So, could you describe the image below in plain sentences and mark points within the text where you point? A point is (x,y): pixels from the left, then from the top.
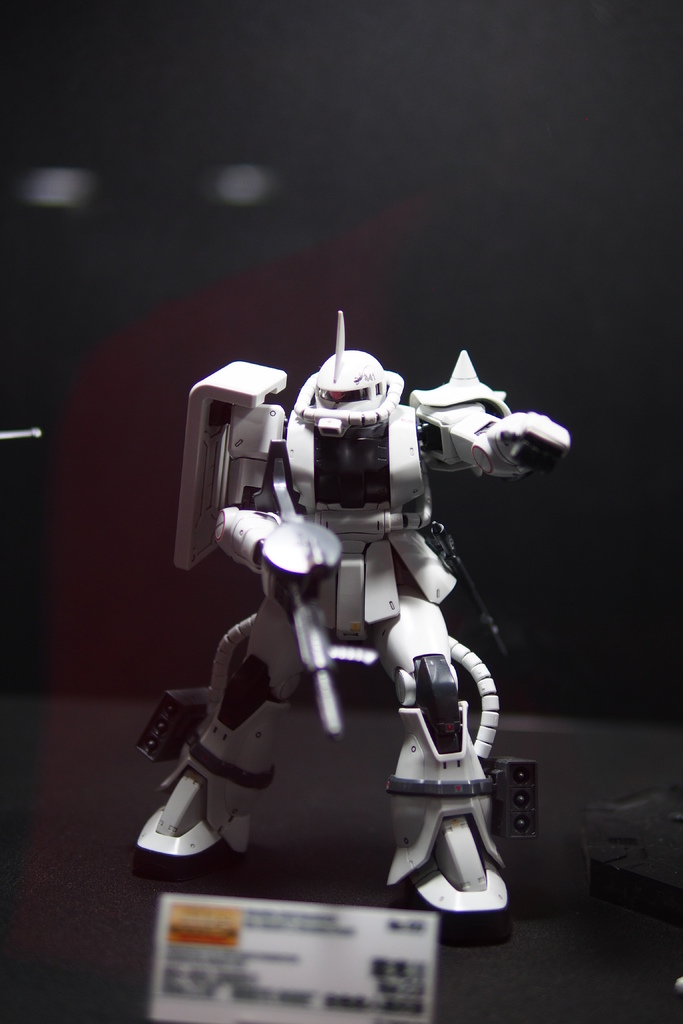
In this picture we can see a toy robot (424,770) in the middle (350,575), at the bottom (329,986) there is a paper (329,938), we can see a blurry background (556,215).
